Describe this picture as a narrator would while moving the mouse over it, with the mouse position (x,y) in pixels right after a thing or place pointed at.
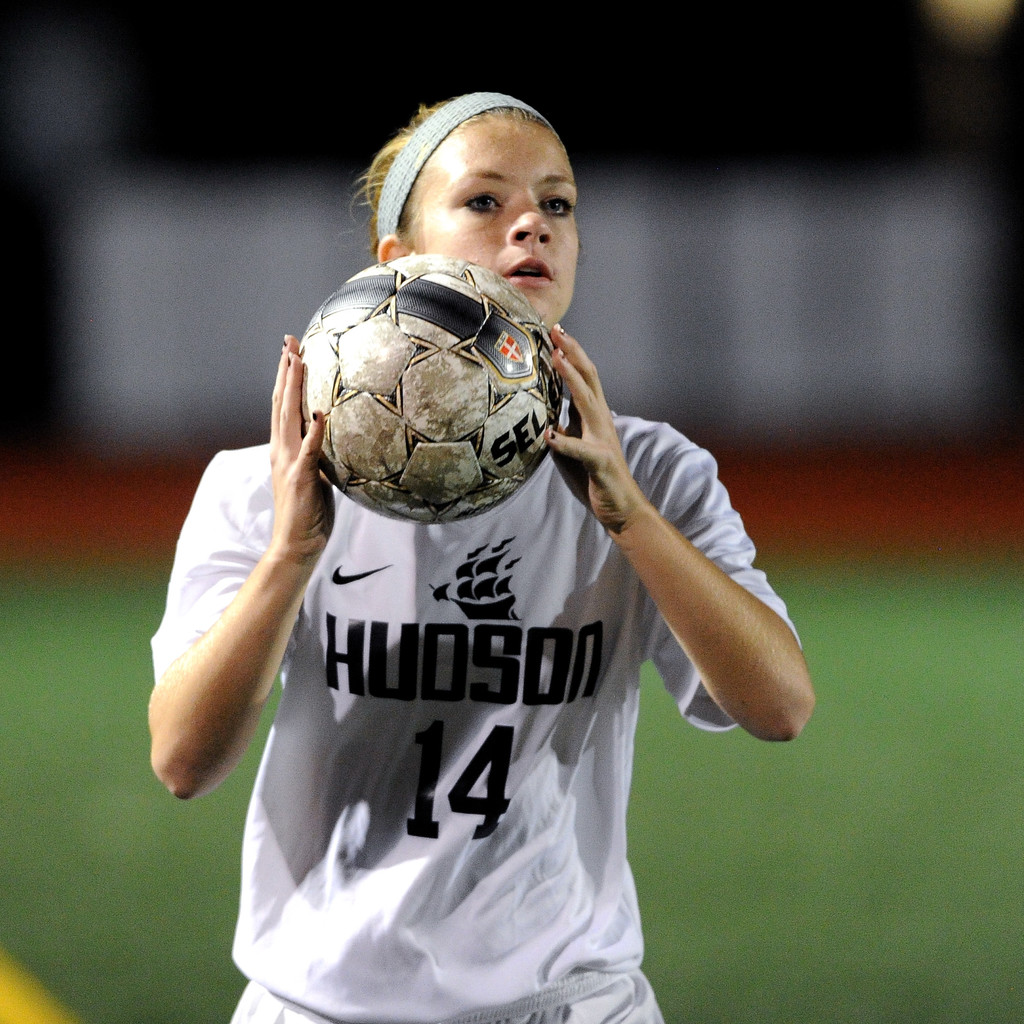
In this image there is a girl (613,646) holding a ball (427,367) in her hand (309,547).
